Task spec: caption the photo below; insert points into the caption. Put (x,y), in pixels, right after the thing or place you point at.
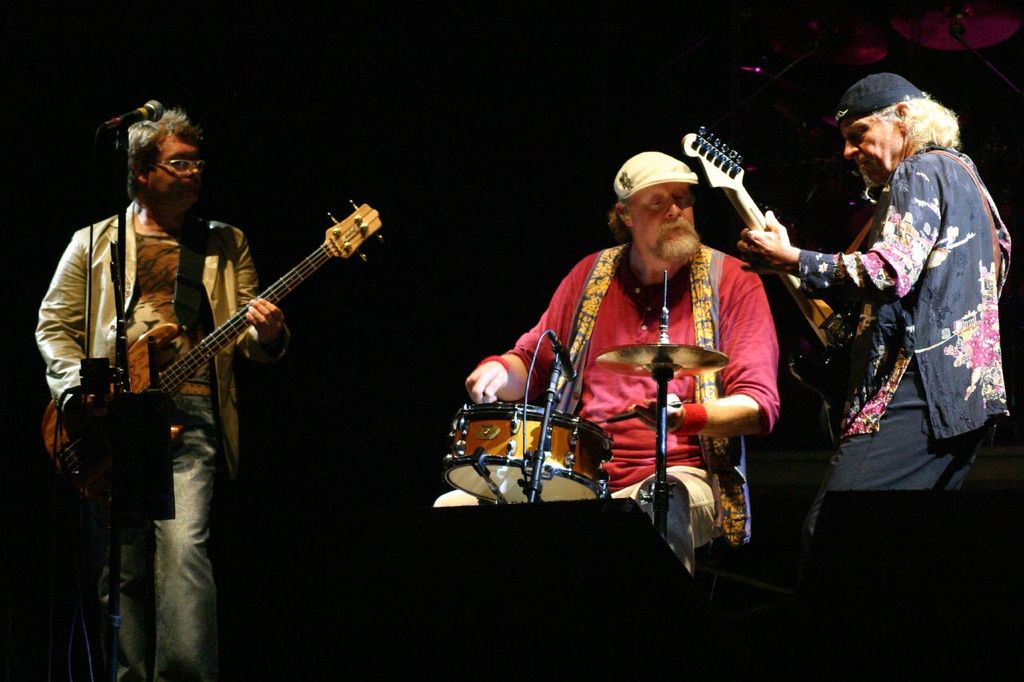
In this picture we can see three men (939,142) where two are holding guitars (835,308) in their hands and playing it and in middle (634,327) man (640,324) playing drums (523,440) and in front of them we have a mic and in the background (633,71) it is dark.
